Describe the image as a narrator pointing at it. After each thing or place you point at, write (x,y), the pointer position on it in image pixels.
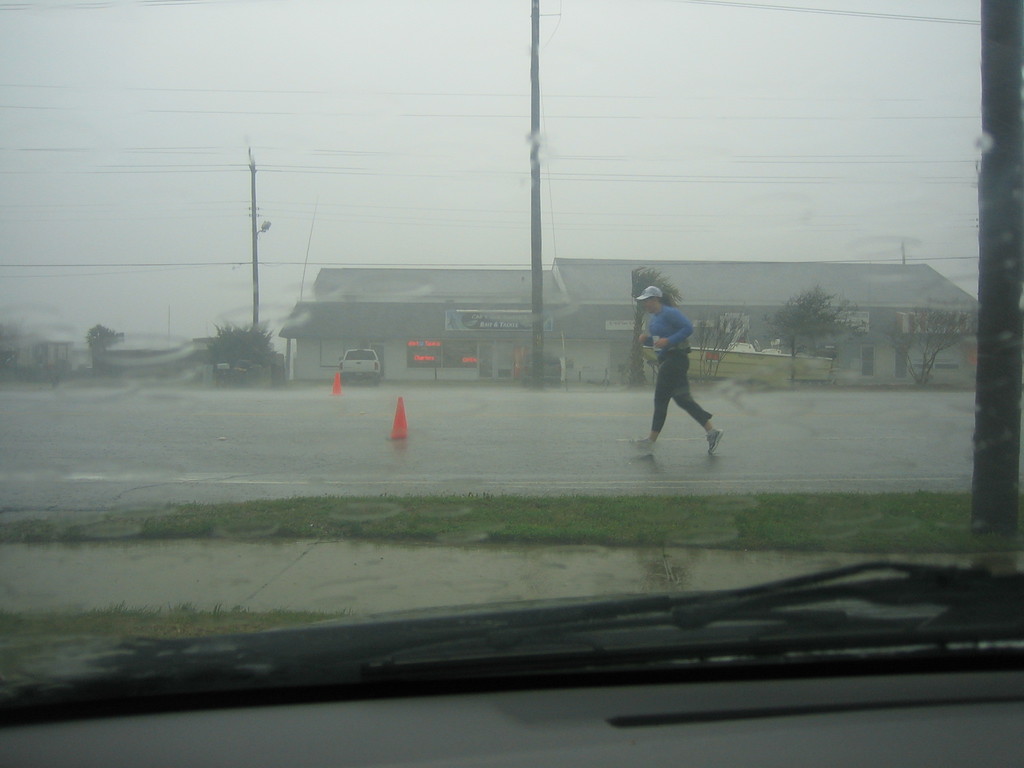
There is a glass window (714,501). Through this window (697,510), we can see there is a person (653,318) in blue color t-shirt (653,318) running on the road (690,427) on which, there are small orange color poles (396,415) and water (420,460). In the background (362,361), there are poles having electric lines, a vehicle (374,355) parked, trees (223,342), buildings (917,294) and there is sky (314,203).
